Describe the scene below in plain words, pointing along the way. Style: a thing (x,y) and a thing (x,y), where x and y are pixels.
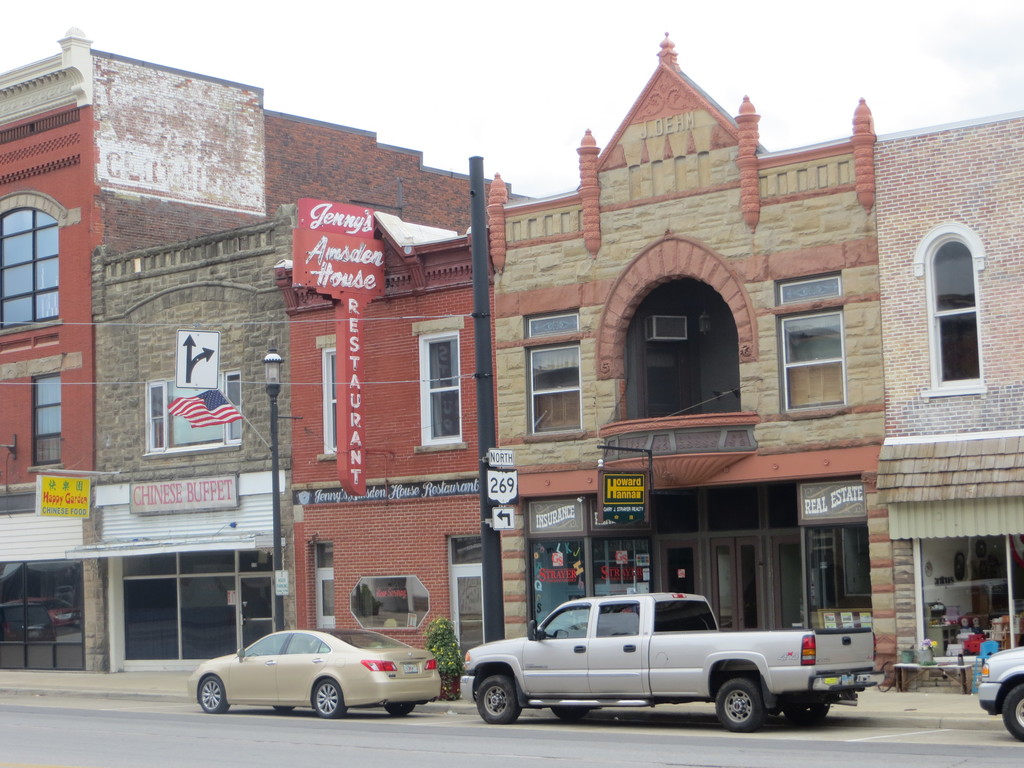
In this picture we can see cars (636,683) on the road (204,719), buildings (425,394) with windows (951,386), plants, name boards (502,452), flagpoles (263,441) and some objects (273,433) and in the background (803,41) we can see the sky (572,65).
